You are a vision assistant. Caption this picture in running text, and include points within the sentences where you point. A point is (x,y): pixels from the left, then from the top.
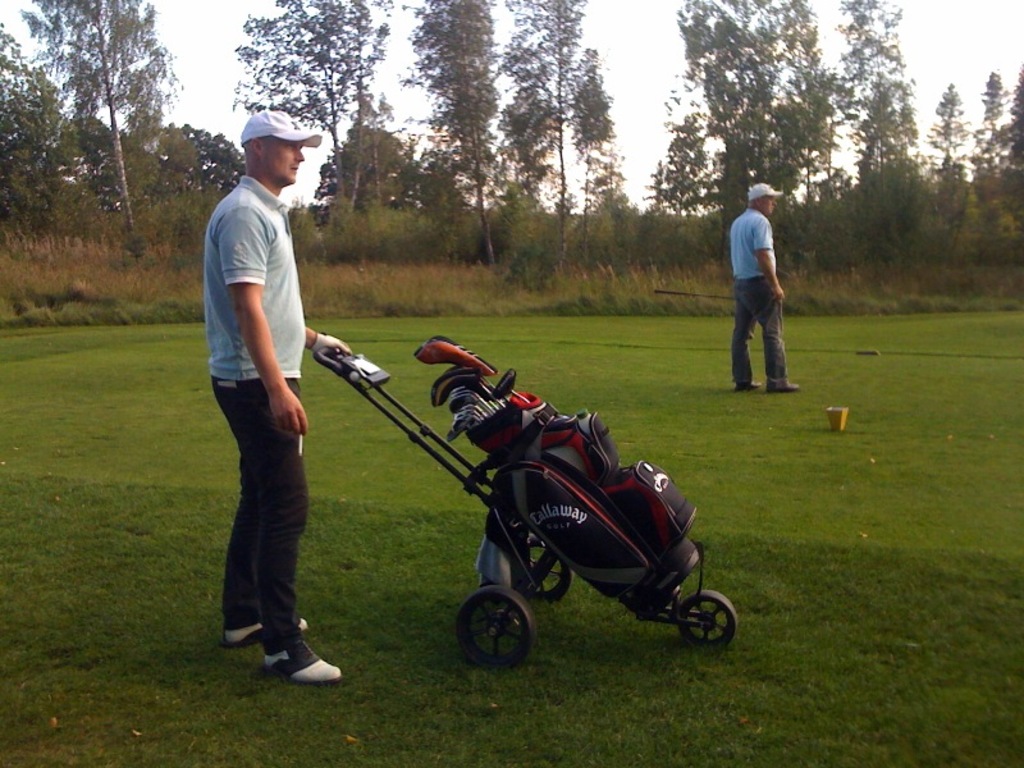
In the image in the center (345,352), we can see one person (265,452) standing and he is holding a cigarette (302,433) and trolley bag (498,556). In the background (400,129), we can see the sky (191,86), clouds (178,114), trees (350,160), plants (615,207), grass (49,261) and one person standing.
